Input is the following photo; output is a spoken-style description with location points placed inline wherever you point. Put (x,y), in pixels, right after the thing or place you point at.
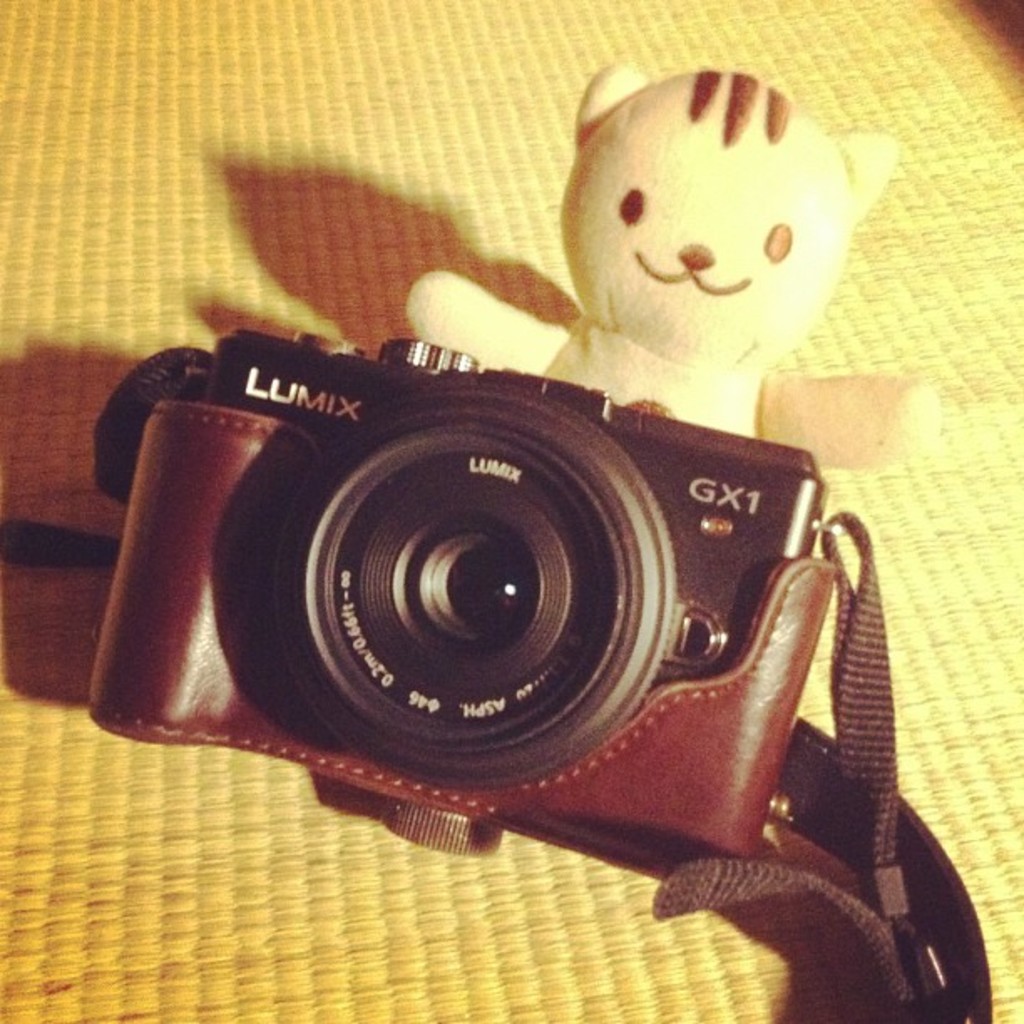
In this image there is a camera (594,696) and there is a doll (664,321) in the center (633,374).
